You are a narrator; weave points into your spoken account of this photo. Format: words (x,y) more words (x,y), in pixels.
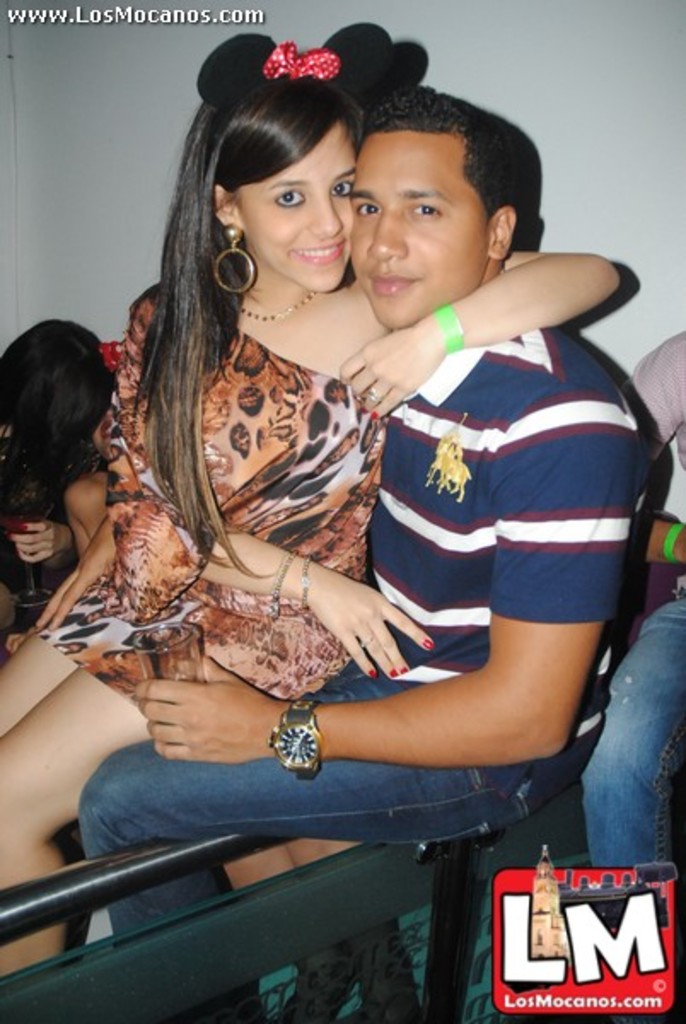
In this image I can see two persons (176,517) sitting, the person (590,559) at right (613,576) is wearing blue shirt (576,552) and blue pant (448,771) and the person (229,393) at left (131,431) is wearing brown color dress (222,386). Background (573,100) I can see few other persons (45,417) sitting and the wall (121,157) is in white color.
